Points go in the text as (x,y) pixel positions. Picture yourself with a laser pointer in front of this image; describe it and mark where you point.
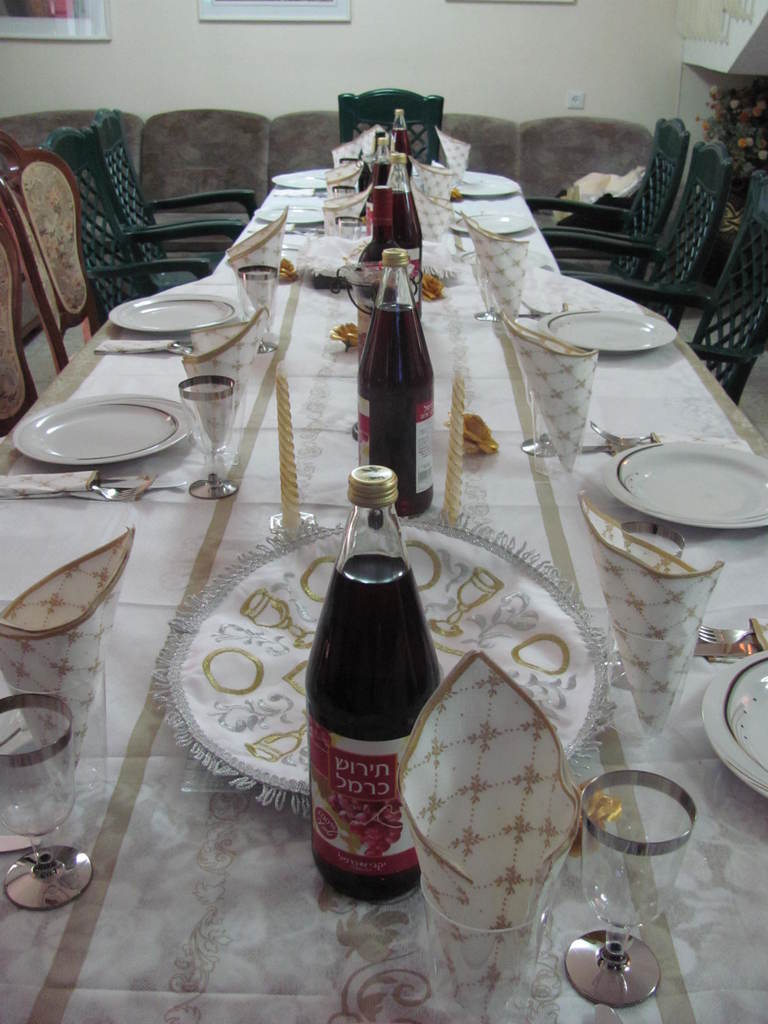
In this image I can see a table (208,303) and the chairs (134,235). On the table (186,569) there are plates (179,428), glasses (231,430), spoons (297,229) and the bottles (402,473). In the back ground (179,149) there is a couch (224,145) and the frames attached to the wall (381,66).
